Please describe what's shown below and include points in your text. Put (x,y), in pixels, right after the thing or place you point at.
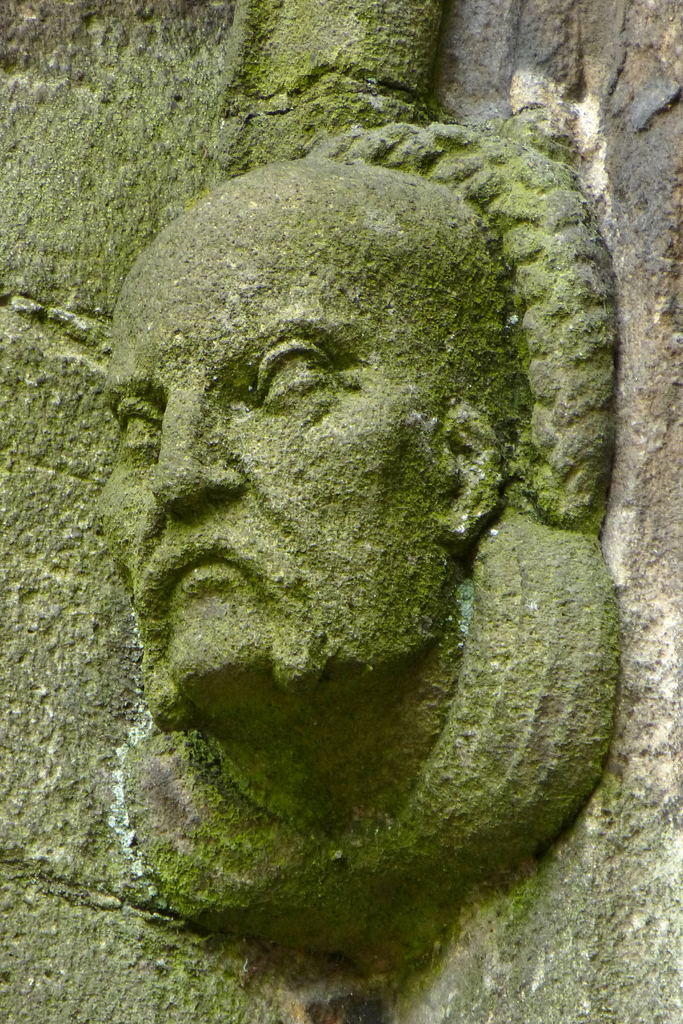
In this picture we can see a man face sculpture (391,587) to the wall (655,928).
